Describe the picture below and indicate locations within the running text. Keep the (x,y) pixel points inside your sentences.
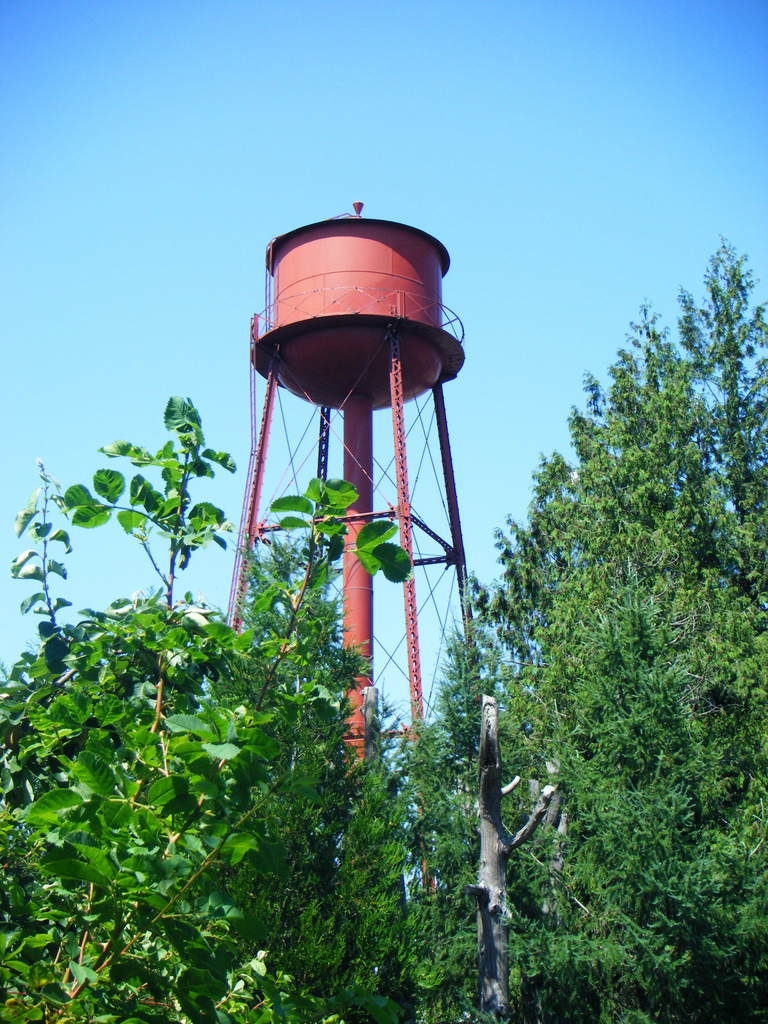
In this image I can see few trees (93,773) which are green in color, a tower (355,715) which is brown in color and a water tank (353,322) on it. In the background (505,232) I can see the sky (388,149).
